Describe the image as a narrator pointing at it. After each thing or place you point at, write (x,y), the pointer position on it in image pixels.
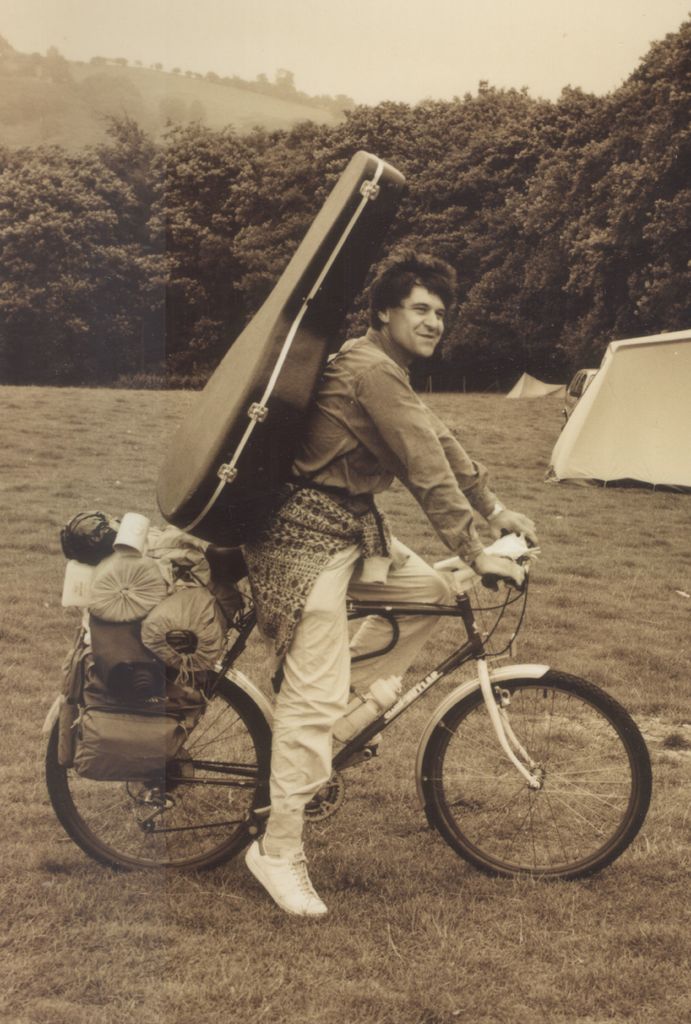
As we can see in the image there is a sky (386,49), trees (403,117), a man (394,285) wearing guitar (265,387) and holding bicycle (154,783).
